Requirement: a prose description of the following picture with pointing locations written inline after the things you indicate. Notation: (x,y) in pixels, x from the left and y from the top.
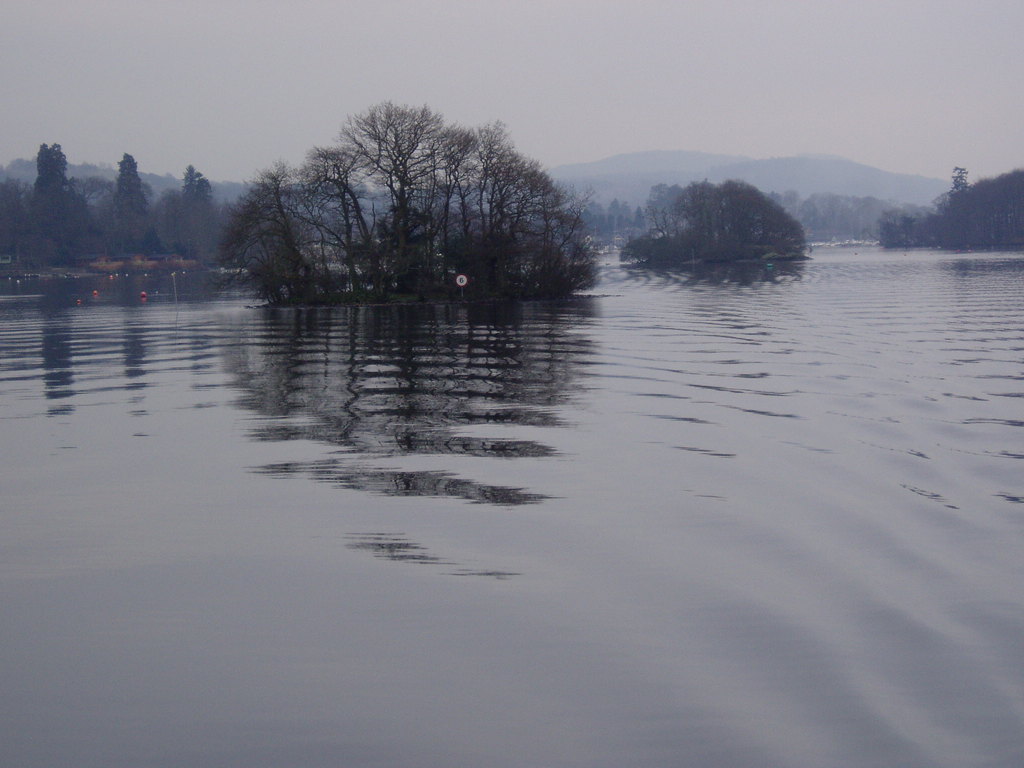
This image is taken outdoors. At the top of the image (450,98) there is the sky (875,90). In the background (833,182) there are a few hills (225,190) and there are many trees (628,233) with leaves (989,222), stems (368,256) and branches (444,205). In the middle of the image (465,480) there is a river (191,350) with water (913,330).
